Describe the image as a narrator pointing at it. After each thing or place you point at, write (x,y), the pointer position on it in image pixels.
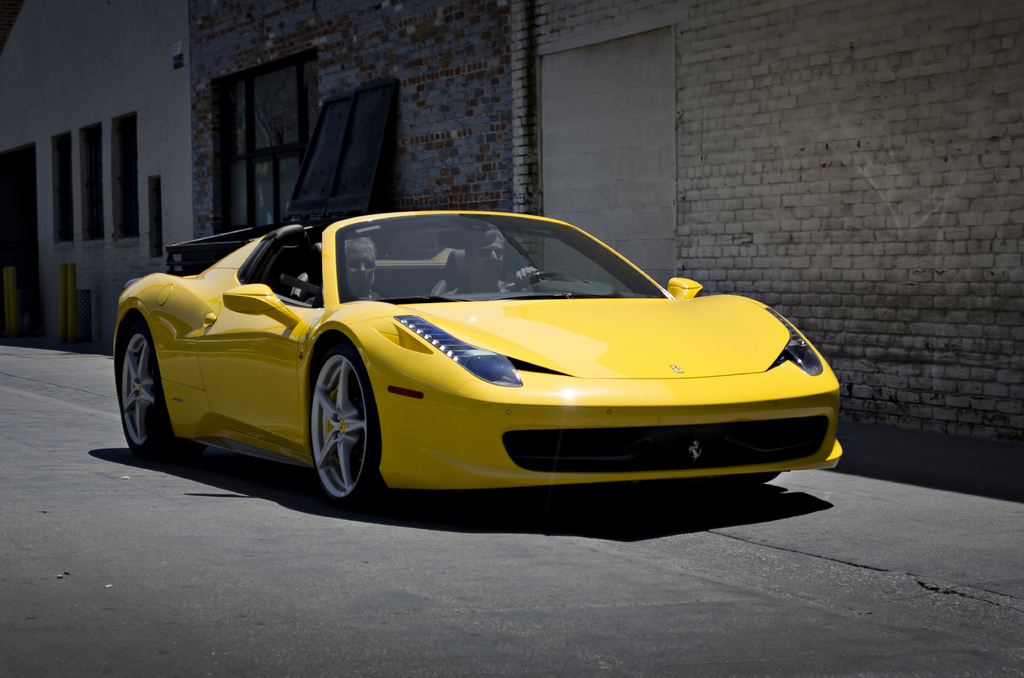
In this picture we can see a car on the road (638,578), inside of this car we can see two people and in the background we can see an object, wall (848,17), windows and metal poles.
